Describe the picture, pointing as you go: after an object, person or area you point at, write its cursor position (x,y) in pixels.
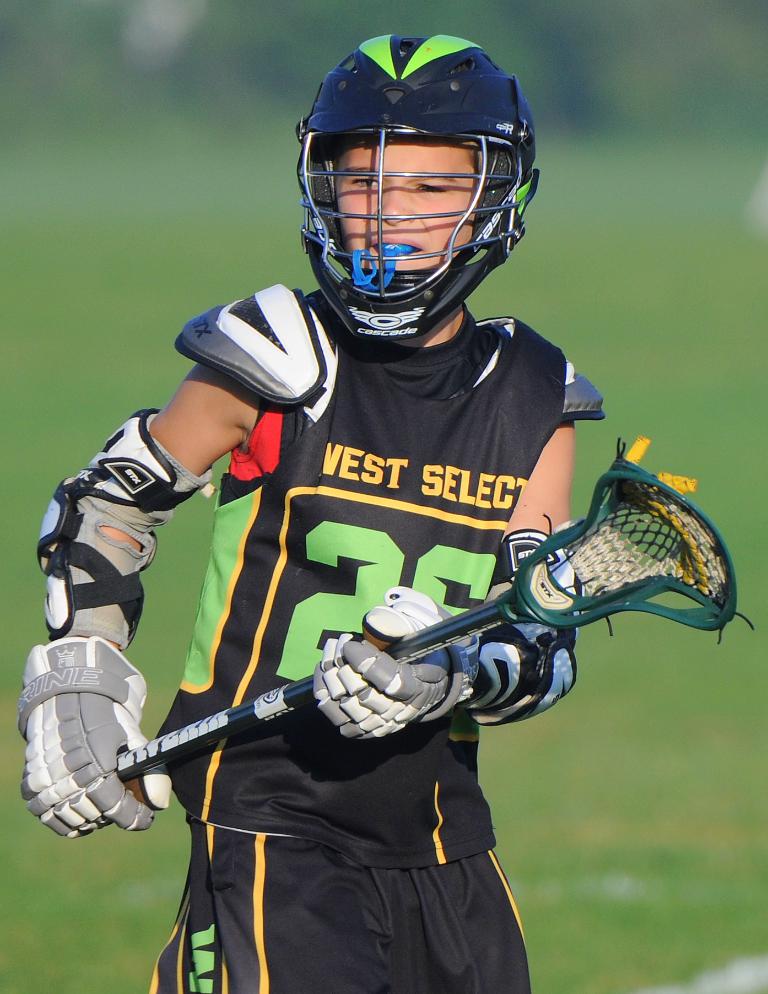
In this picture we can see a boy (400,405) holding a stick (727,577). This stick (727,590) is in green color. Background (72,867) is blurry.
